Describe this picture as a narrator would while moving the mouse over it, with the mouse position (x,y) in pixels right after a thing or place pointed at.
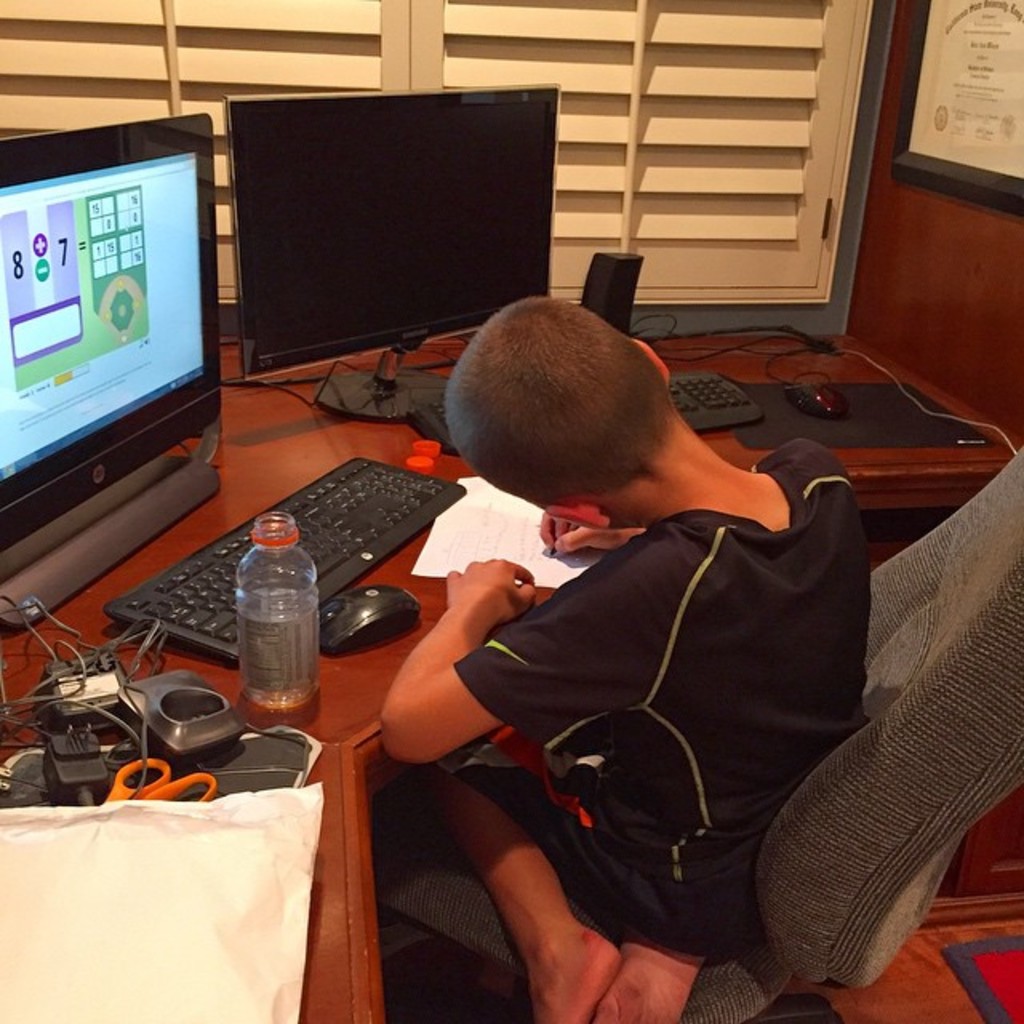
In this image we can see a child (730,591) sitting on a chair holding a pencil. We can also see a table (344,954) in front of him containing two monitors (373,369) with keyboards (406,516), a bottle (295,563), mouse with mouse pad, a speaker box (621,275) and some wires (845,351) on it. On the backside (744,172) we can see a window (799,182) and a photo frame (1002,30) on a wall (900,313).
